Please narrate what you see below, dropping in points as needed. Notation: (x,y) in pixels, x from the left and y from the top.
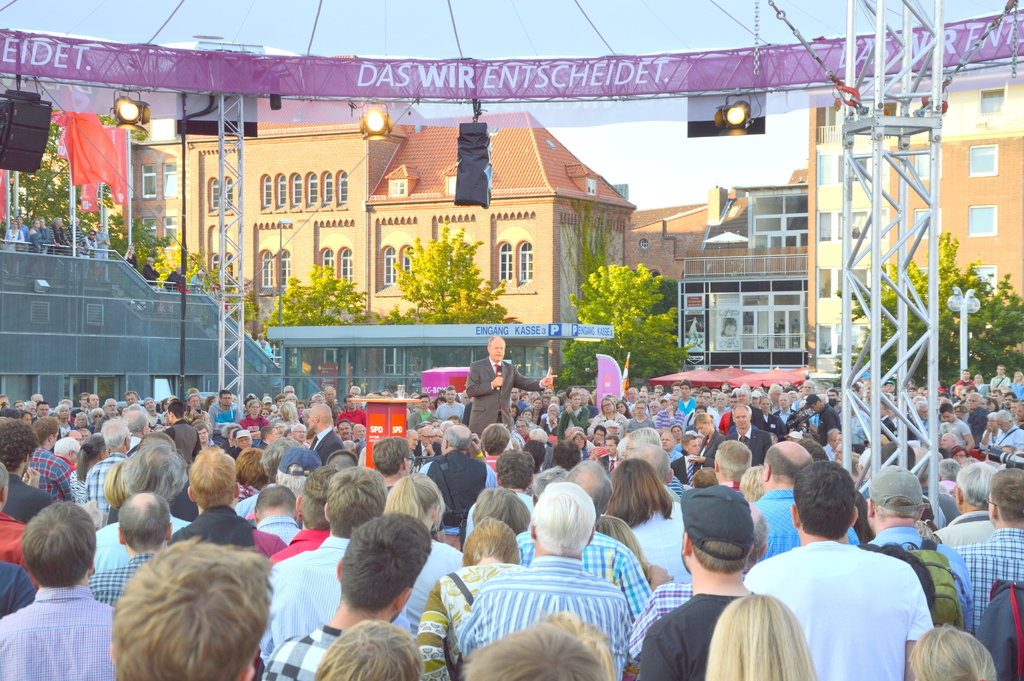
In this image there are many people (454,602) standing. In the center (493,388) there is a man (501,411) standing on the dais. He is holding a microphone (498,370). Beside him there is a podium (405,420). In the background (337,224) there are buildings (649,249) and trees (669,283). To the right (901,399) there is a metal pillar (870,337). Behind the pillar (848,71) there are lights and banners (598,88). There is sky (684,167) in the image.
